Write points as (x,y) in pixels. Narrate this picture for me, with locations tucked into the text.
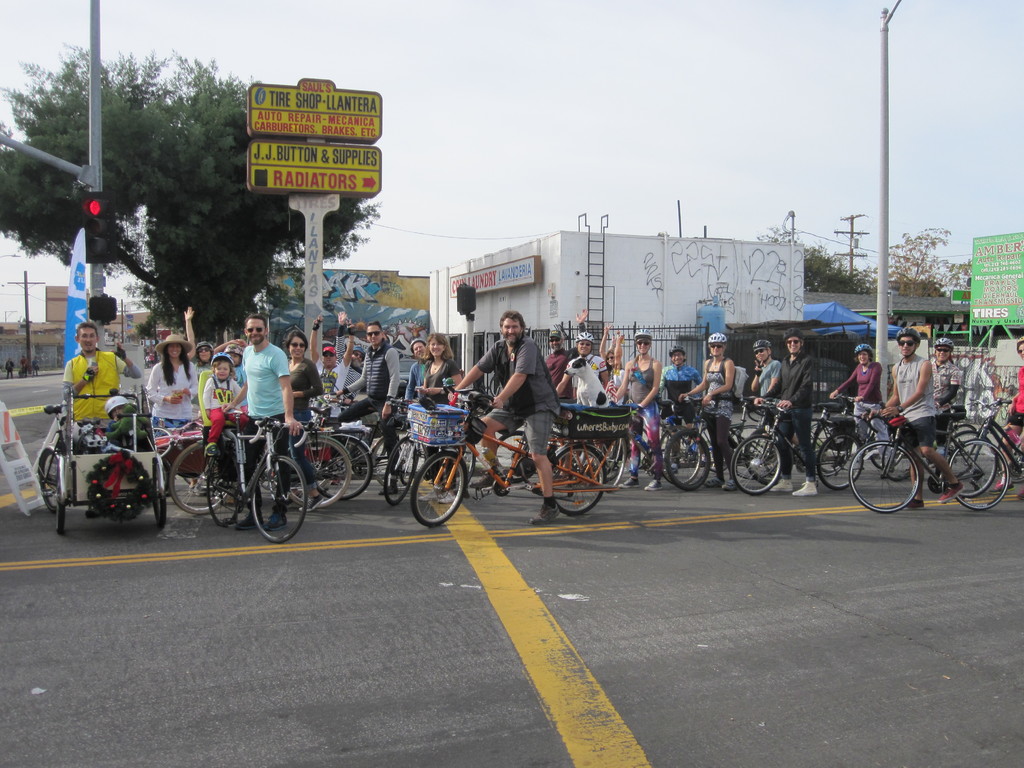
In this image we can see a group of people (540,382) on the road (376,491) holding the bicycles (389,493). We can also see a wreath (140,482) with a ribbon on a vehicle (127,468), the traffic light (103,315), a sign board (372,172), a board (356,162) with some text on it, some buildings (631,311), a ladder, some utility poles (885,364) with wires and the sky (518,60) which looks cloudy.
